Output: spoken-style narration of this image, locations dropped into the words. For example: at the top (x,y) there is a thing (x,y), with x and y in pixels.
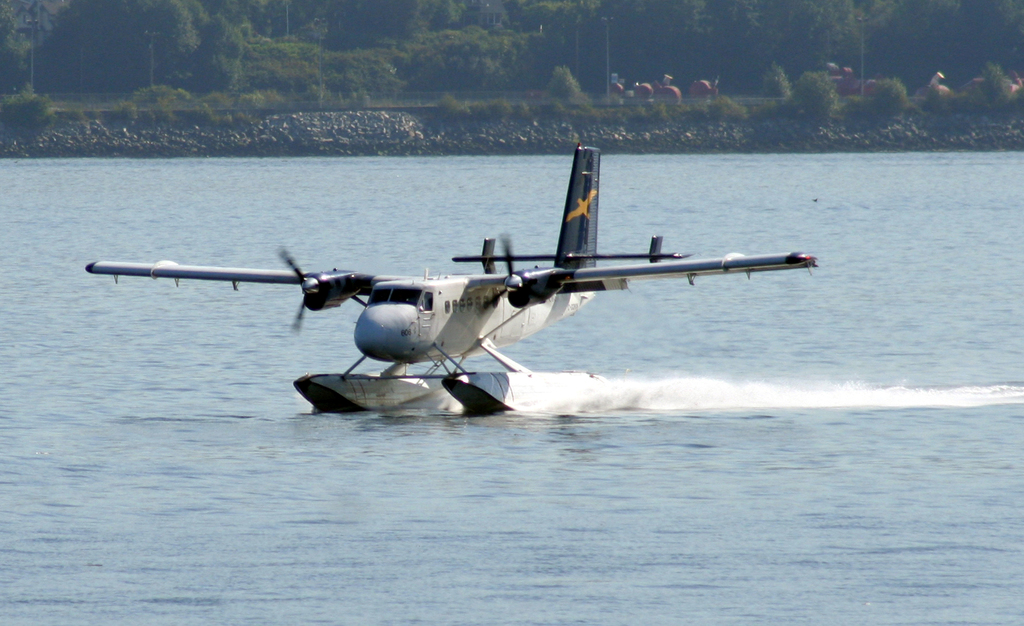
In this image there is a seaplane (428,319) on the water (634,285), and in the background (978,57) there are trees (547,84).
